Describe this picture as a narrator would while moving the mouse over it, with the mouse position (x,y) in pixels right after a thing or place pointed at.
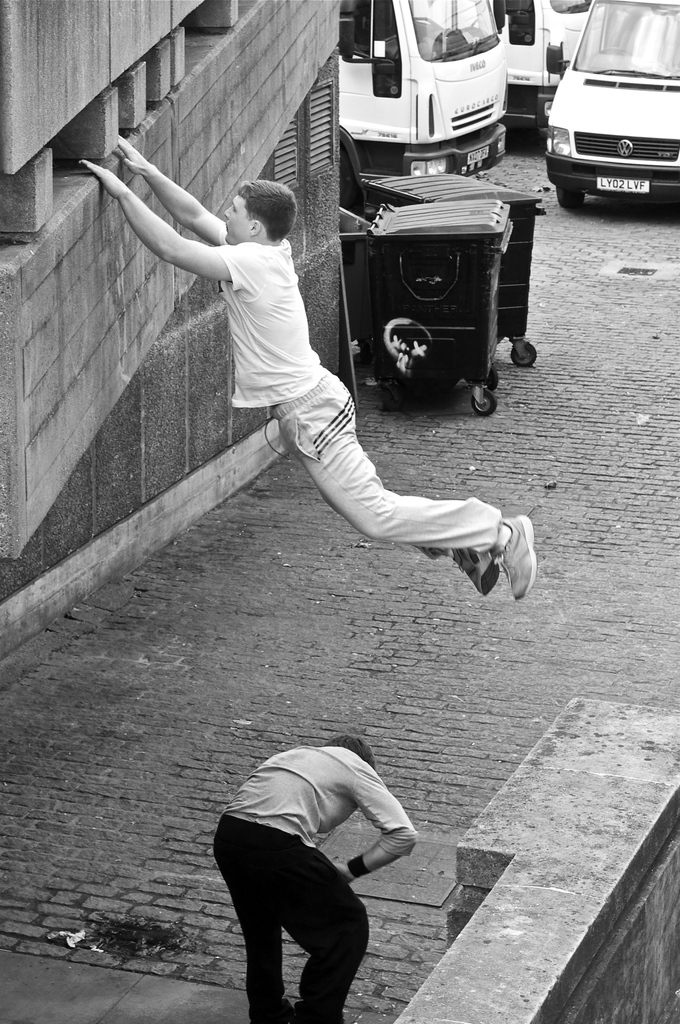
In the foreground (358,744), I can see a fence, two persons (369,766) and a building (79,429). In the background (496,273), I can see vehicles (558,172) and some objects (499,265) on the road (556,333). This picture might be taken in a day.
